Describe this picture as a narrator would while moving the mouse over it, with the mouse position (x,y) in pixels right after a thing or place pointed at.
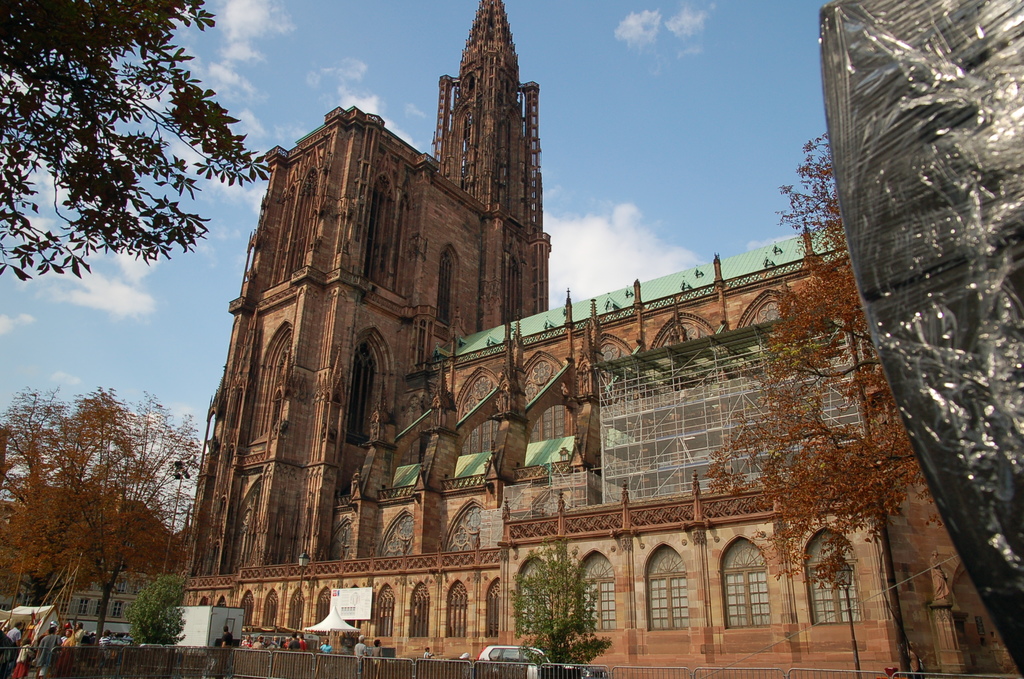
In this picture there is a building (301,437). There are group of people (3,632) behind the railing (279,654) and there are vehicles (526,650) and tents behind the railing (203,667). There is a hoarding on the building (338,558). At the back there are trees (154,616) and poles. On the left (138,11) and on the right side of the image (811,454) there trees (897,624). At the top (680,104) there is sky (700,113) and there are clouds (629,217).
